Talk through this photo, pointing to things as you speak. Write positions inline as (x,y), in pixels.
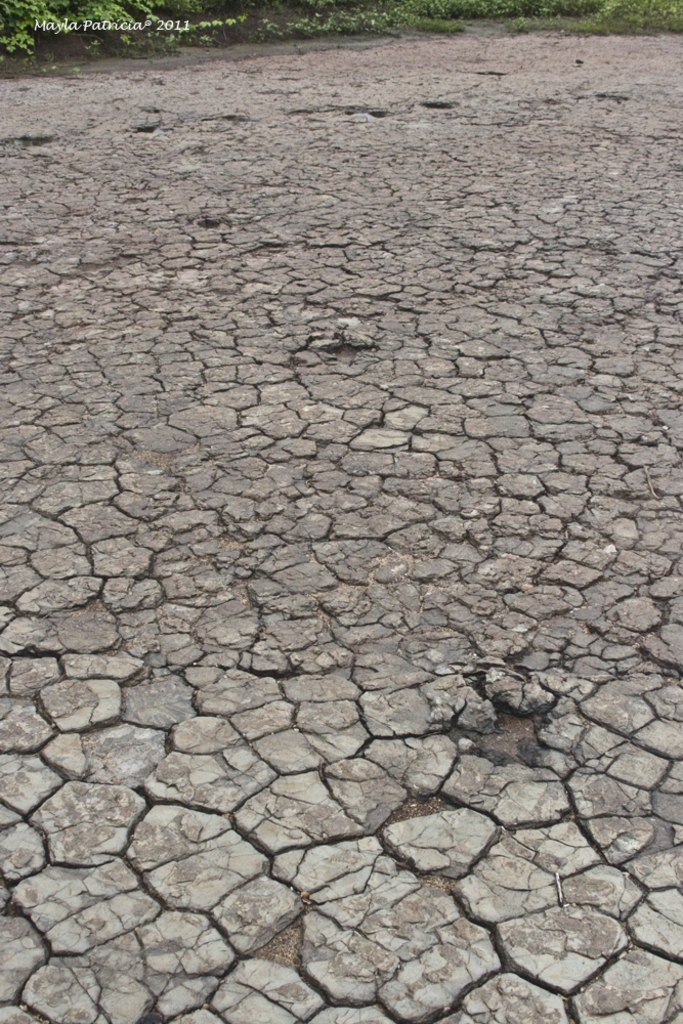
In this image I can see the dry land (278,616). At the top of the image (216,31) there are few plants (218,11) also I can see some edited text (102,20).
